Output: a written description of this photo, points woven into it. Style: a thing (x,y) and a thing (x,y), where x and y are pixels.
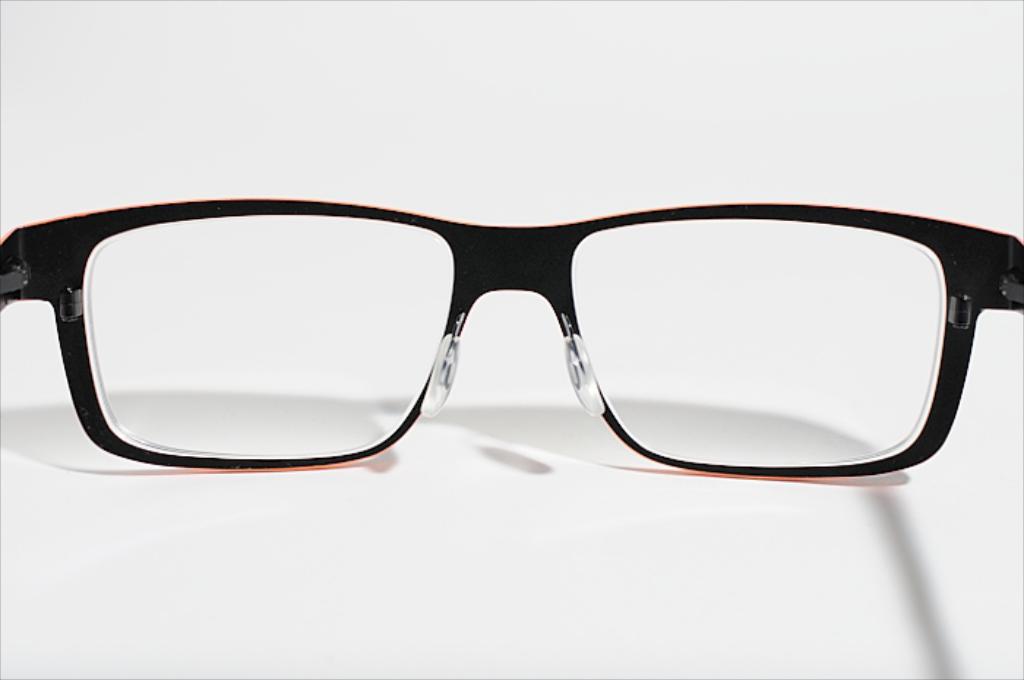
In this image we can see the spectacles (548,237) with a white background (559,214).
